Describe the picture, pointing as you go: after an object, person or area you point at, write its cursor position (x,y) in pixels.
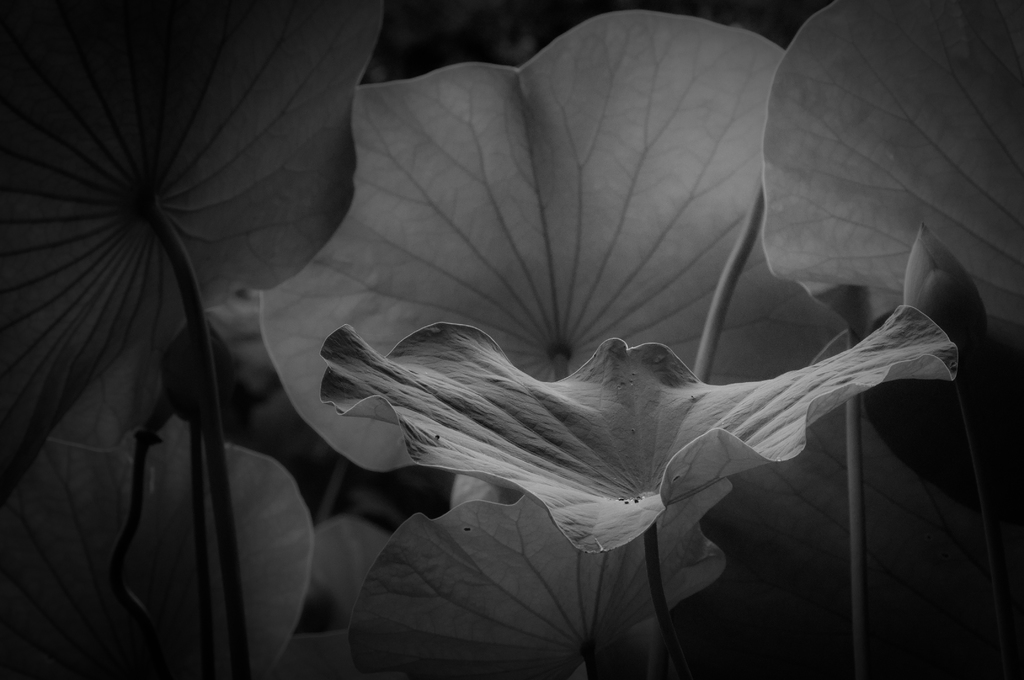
At the bottom of this image (906,502), there are plants (270,507) having leaves (430,190). And the background (884,438) is dark in color.
